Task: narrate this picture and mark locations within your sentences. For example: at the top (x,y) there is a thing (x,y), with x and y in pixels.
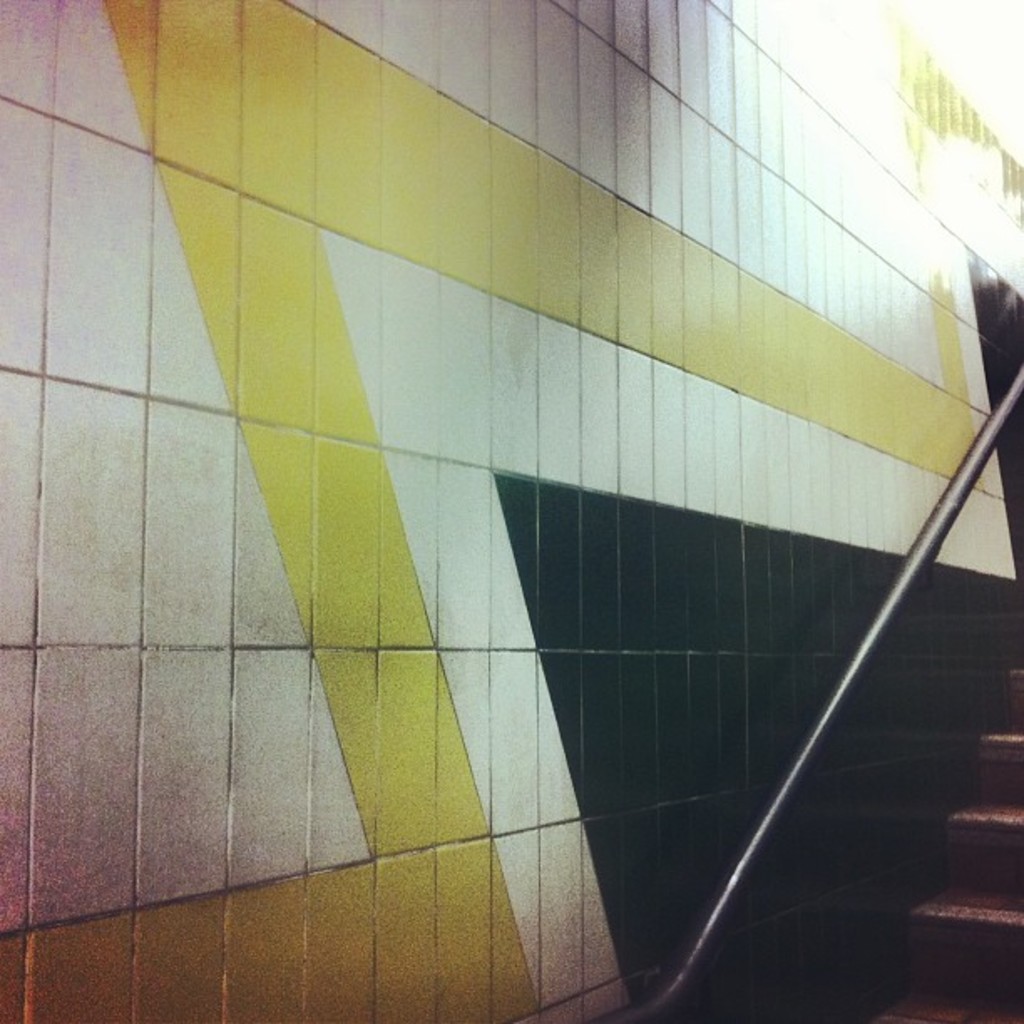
In the foreground of this image (468,853), on the bottom (985,901), there are stairs (929,981), a railing pole (722,893) and the wall (383,540).
